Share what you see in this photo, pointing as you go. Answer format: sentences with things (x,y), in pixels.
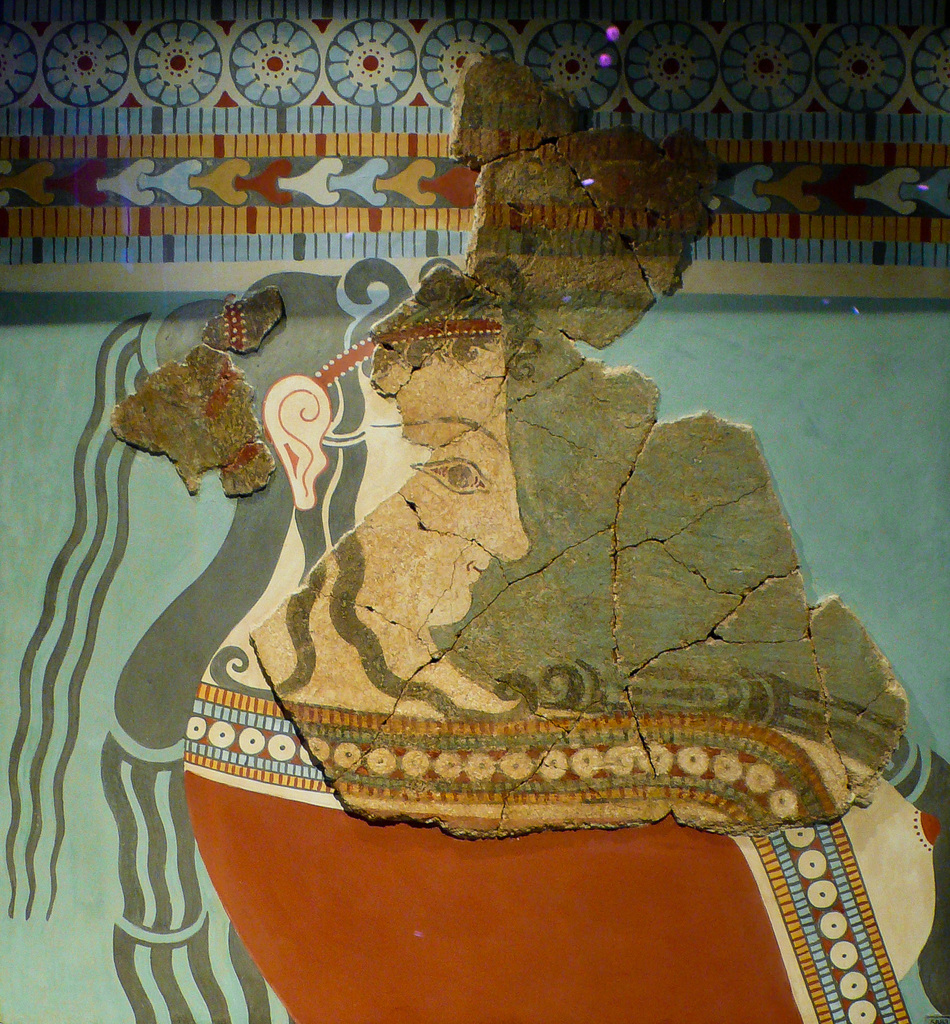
In the image there is painting (219,410) on women (332,624) on the wall (707,501) with design (66,246) above it.
